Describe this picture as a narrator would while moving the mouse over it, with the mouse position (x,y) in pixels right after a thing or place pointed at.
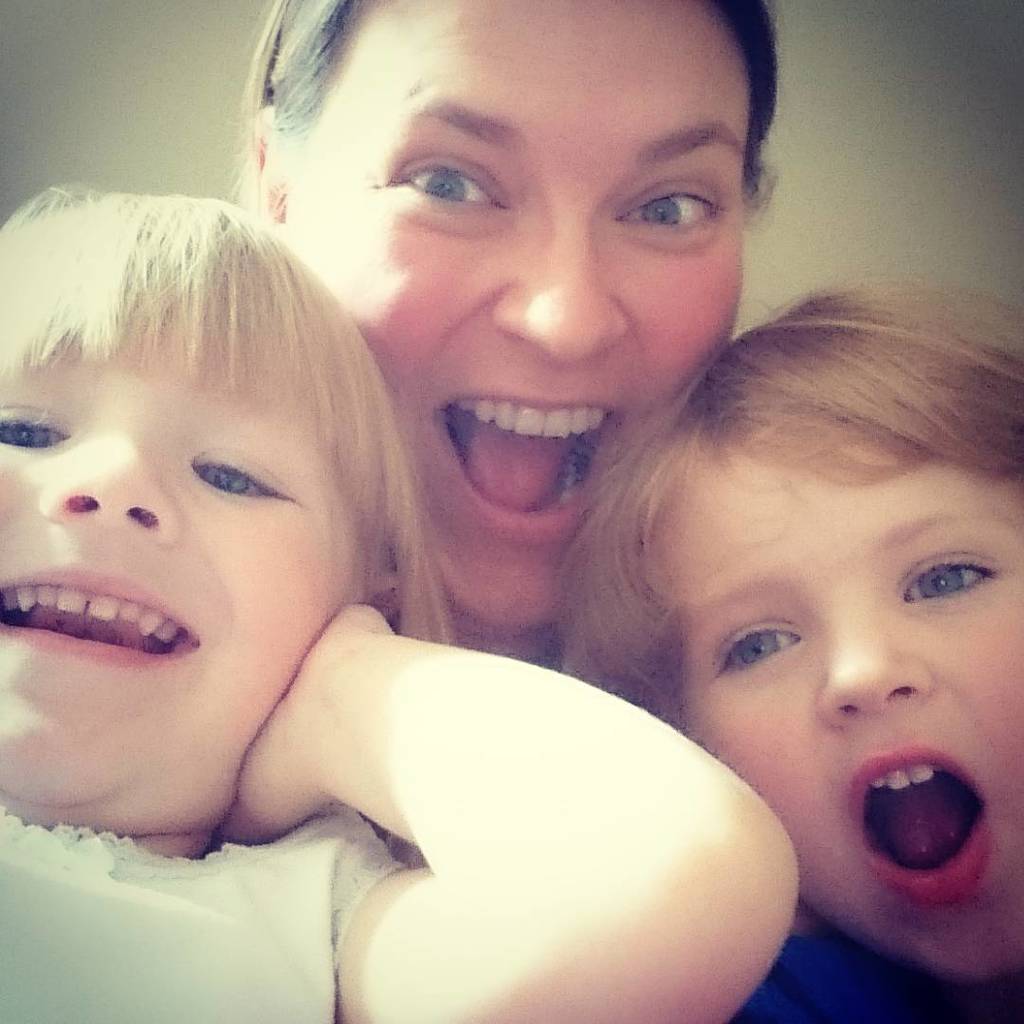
This image consists of three persons (268,520). A woman (644,220) and two children (409,906). It looks like it is clicked in a room (883,131). In the background (197,104), there is a wall (50,107).
